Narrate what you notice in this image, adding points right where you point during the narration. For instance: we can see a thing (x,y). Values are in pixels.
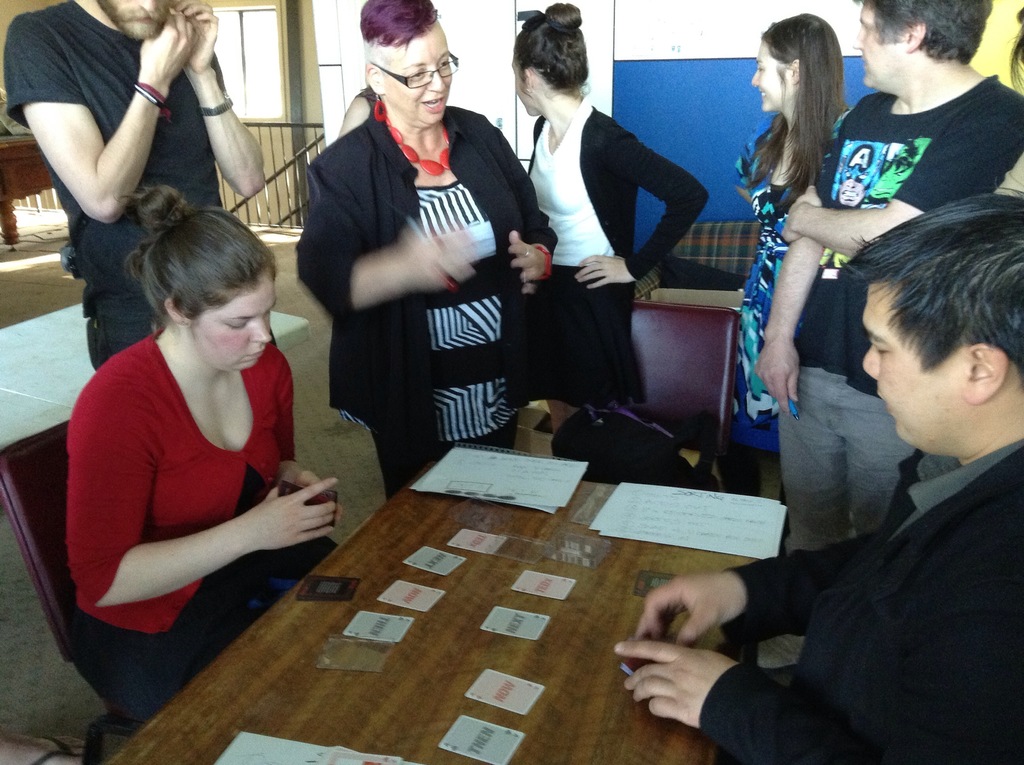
In this picture there is a girl (199,419) and boy (958,621) sitting on the chair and playing the cards (535,628) which is placed on the wooden table (520,658). Behind there are some women (792,100) standing on the room (520,665). Behind there is a steps railing (286,177) and wall (295,115).
